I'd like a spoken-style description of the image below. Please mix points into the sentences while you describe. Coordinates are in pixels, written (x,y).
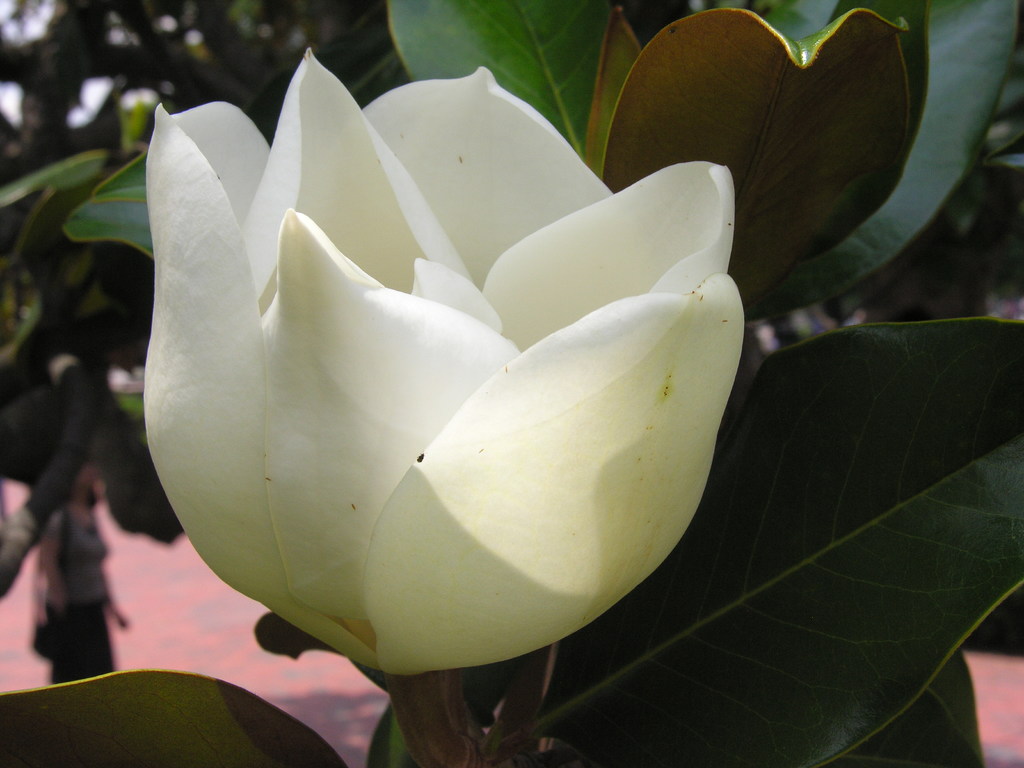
In this picture we can see a white flower (312,549) and a few leaves (192,766). We can see a person (87,639) and some trees (235,75) in the background (235,75).
